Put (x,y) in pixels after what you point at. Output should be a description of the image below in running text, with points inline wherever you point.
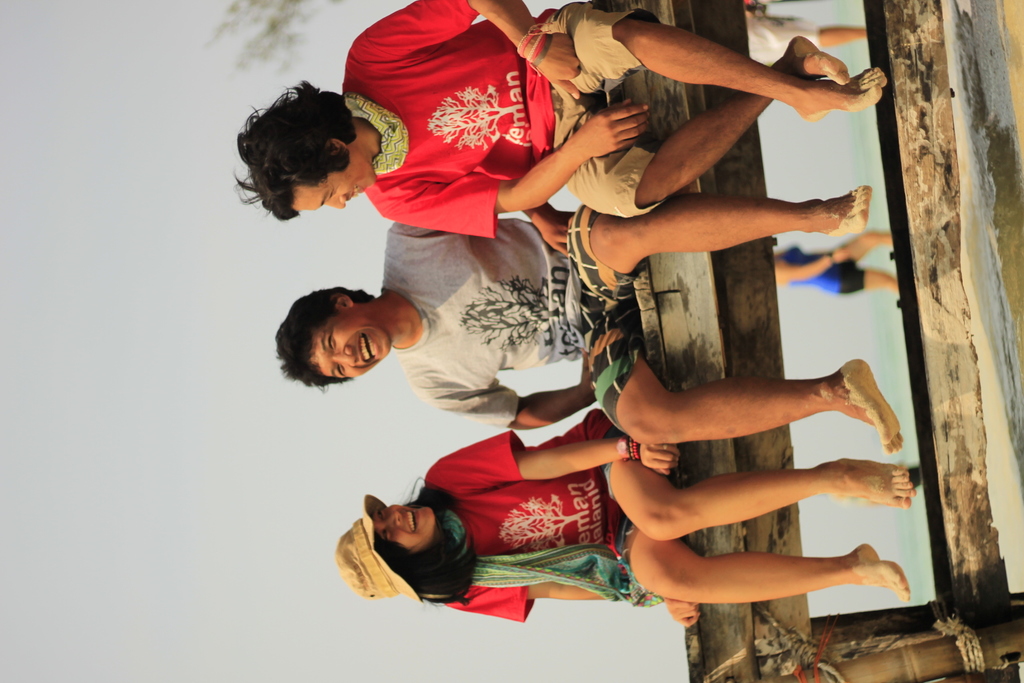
In this picture, we can see three people (505,360) sitting on a wooden bench (697,474) and behind the people (618,396) there is a woman (807,283) walking on the path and at the background (804,234) there is a sky (110,420).
